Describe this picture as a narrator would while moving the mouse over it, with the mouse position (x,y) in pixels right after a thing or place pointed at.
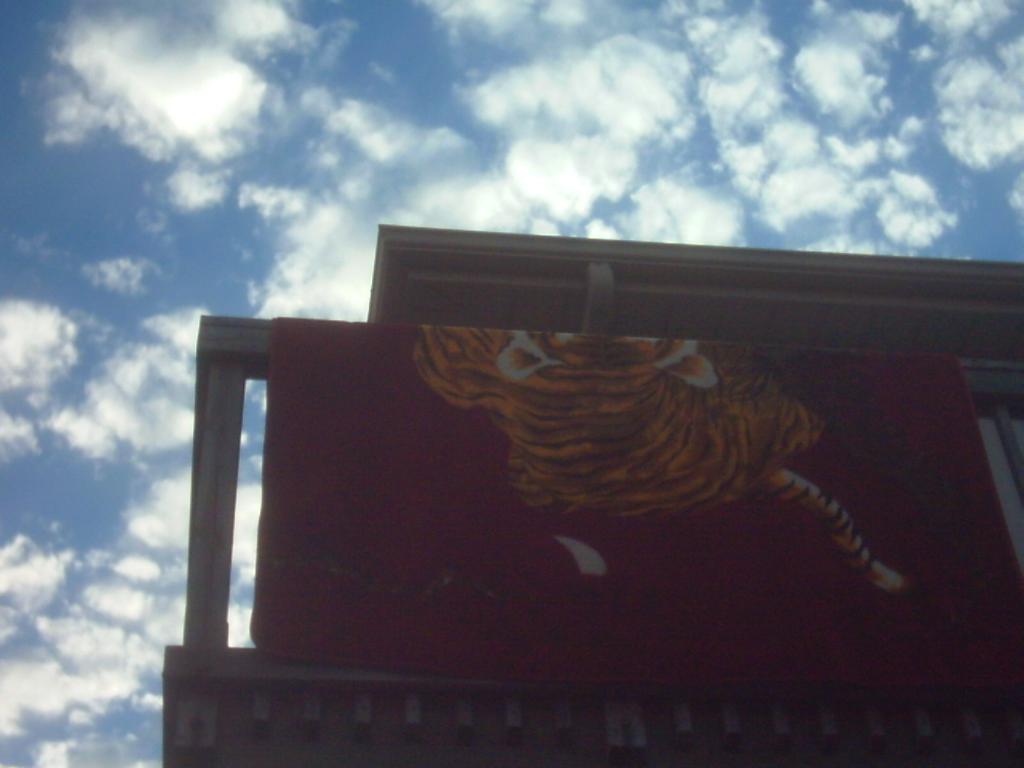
In this image I can see the building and there is a cloth (576,557) on the building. In the background (416,164) I can see the clouds (238,138) and the blue sky (108,295).
